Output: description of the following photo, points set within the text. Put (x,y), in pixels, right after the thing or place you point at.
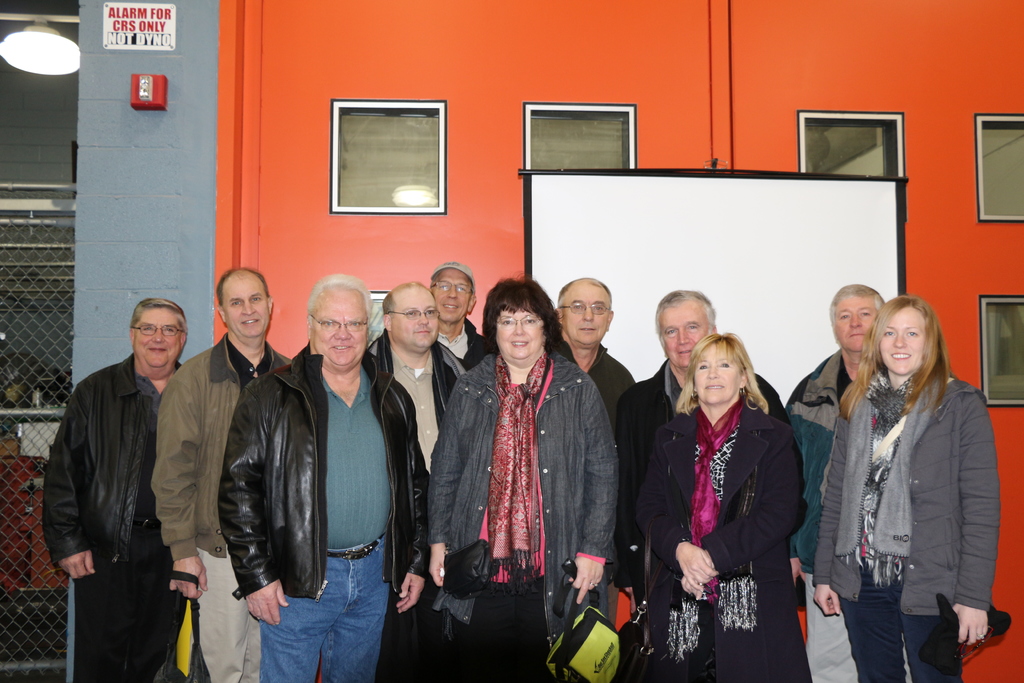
In the middle (582,385) a woman (550,509) is standing, she wore a coat (578,461) and other persons (291,443) are standing, behind them there is orange color wall (549,83).
